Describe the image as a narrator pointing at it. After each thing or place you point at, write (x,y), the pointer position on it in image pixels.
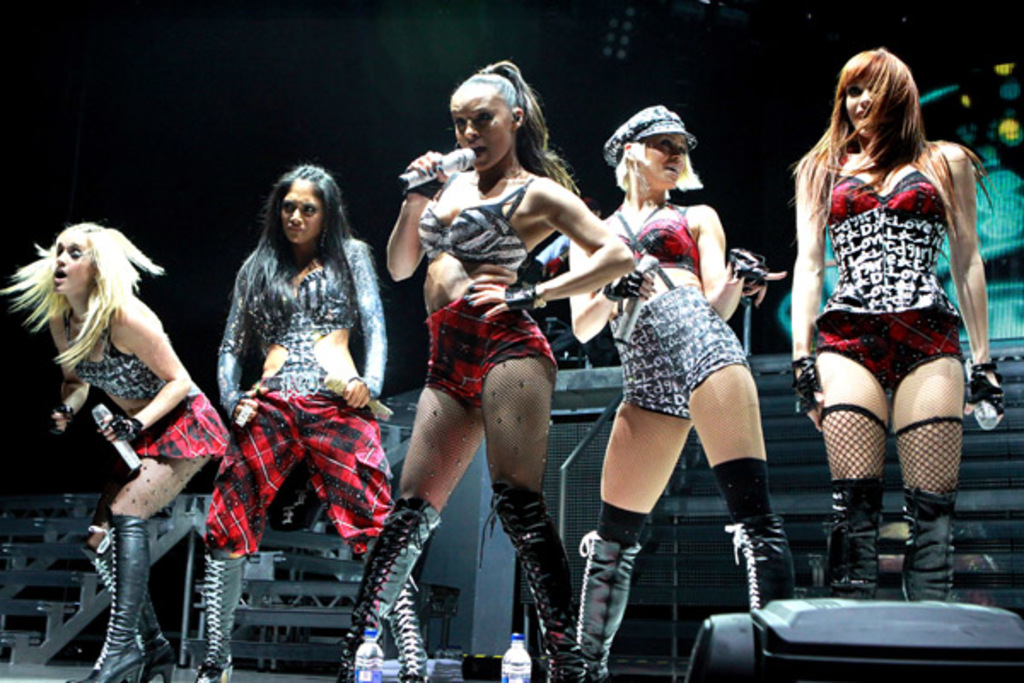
In the center of the image (507,372) we can see a few people (507,372) are standing and they are in different costumes (488,379). And we can see they are holding microphones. At the bottom of the image (804,610), we can see water bottles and one black color object (843,621). In the background (824,506) we can see the fences (572,475), staircases (192,539), lights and a few other objects (485,485).
